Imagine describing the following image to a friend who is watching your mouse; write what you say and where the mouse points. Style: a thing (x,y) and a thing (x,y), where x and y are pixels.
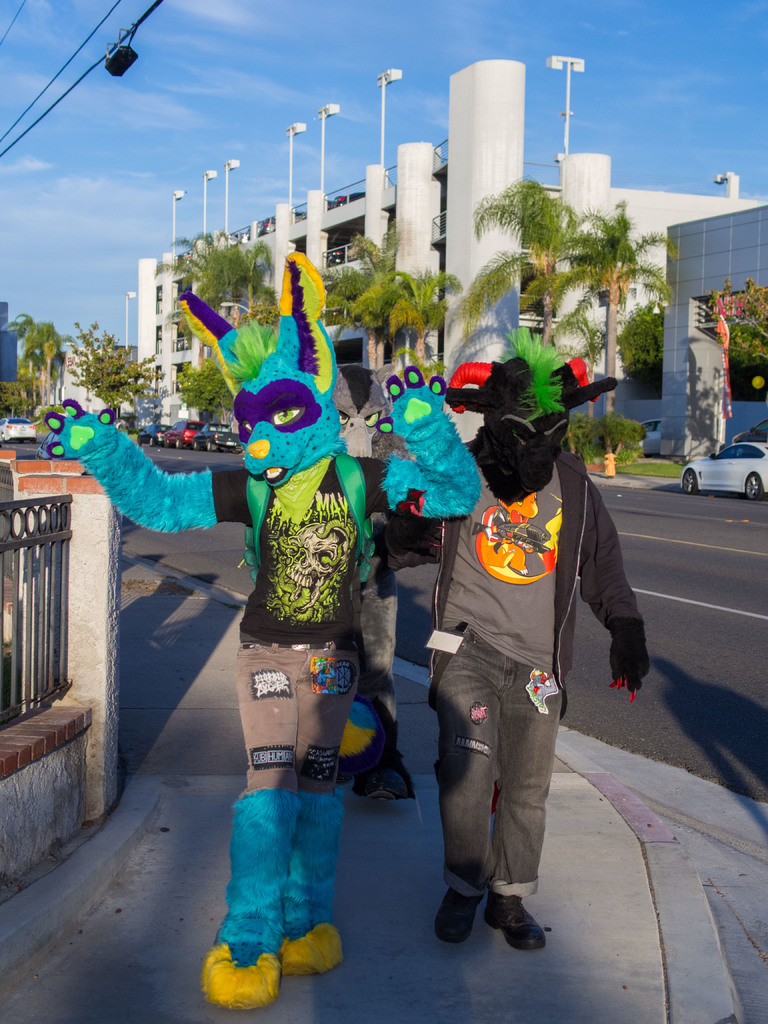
In this image we can see there are people (505,652) dressed up with different costumes (262,437) walking along the street (412,943). On the left side (13,615) there is grille (52,638). In the background (432,201) there are buildings (503,177), trees (592,270), plants (613,438), cars (716,473), poles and a cloudy sky (163,103). We can see there is a road (708,624).
